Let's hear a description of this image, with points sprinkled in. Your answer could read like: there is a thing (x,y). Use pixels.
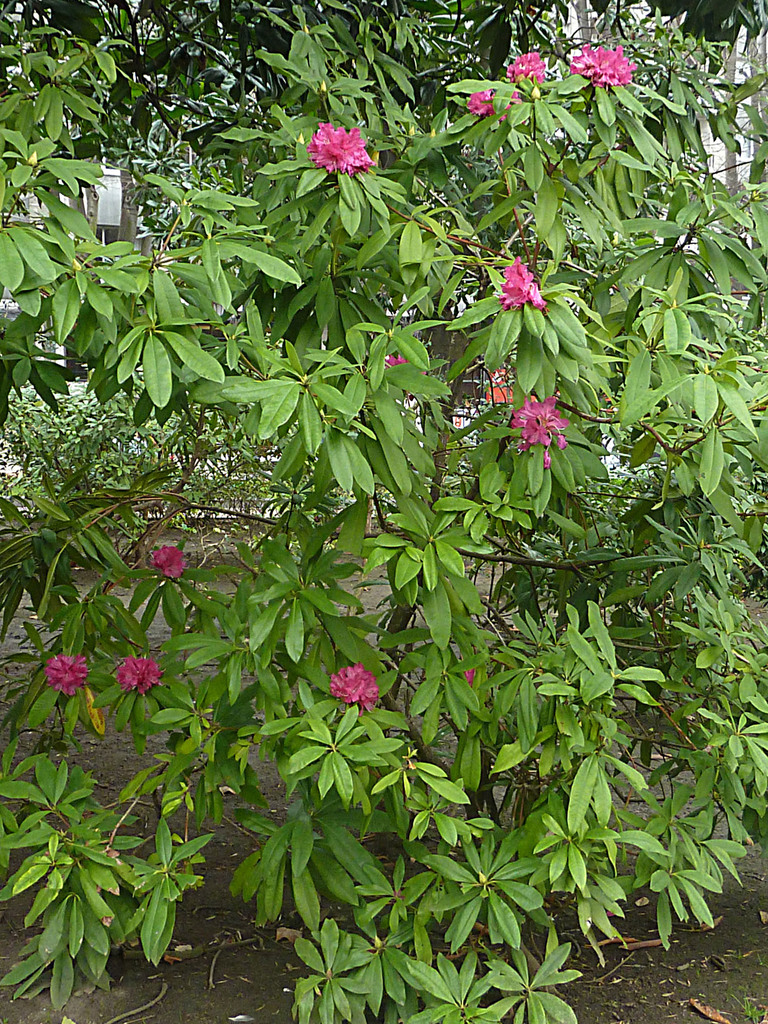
In this image, we can see some green color leaves (676,421) and there are some pink color flowers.
